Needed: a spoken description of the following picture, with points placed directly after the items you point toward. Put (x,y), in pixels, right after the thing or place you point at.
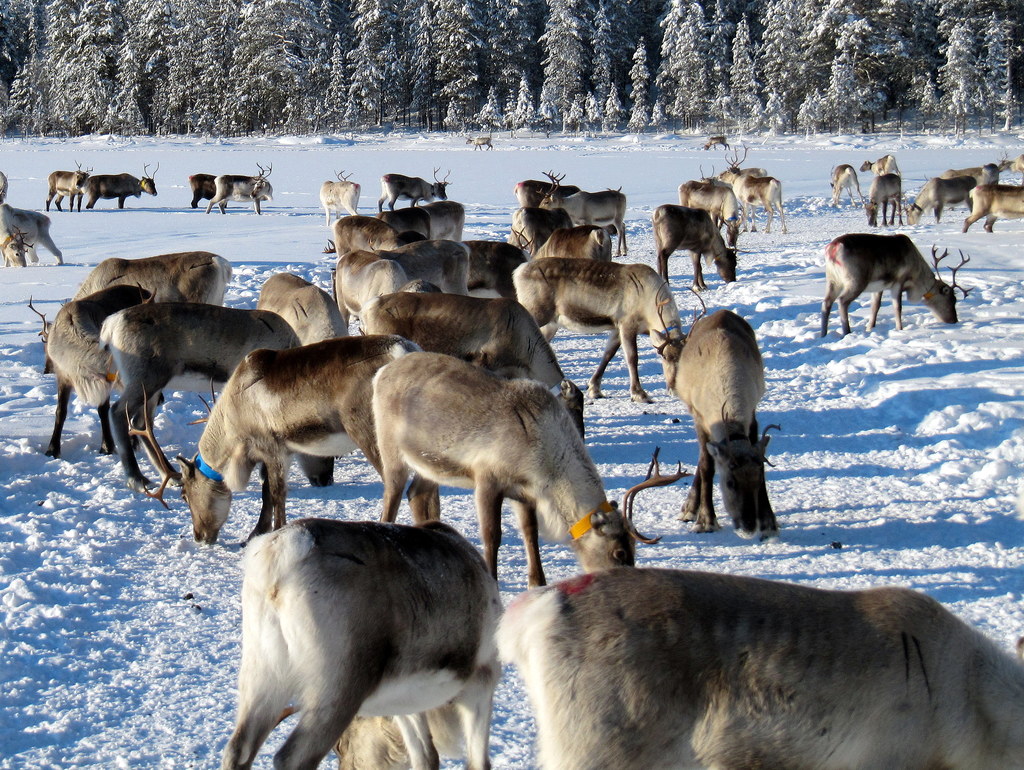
The picture is taken in a forest (813,94). In the foreground of the picture (186,322) there are reindeer (541,278) and snow (177,512). In the background (307,55) there are trees (429,32). It is sunny.
